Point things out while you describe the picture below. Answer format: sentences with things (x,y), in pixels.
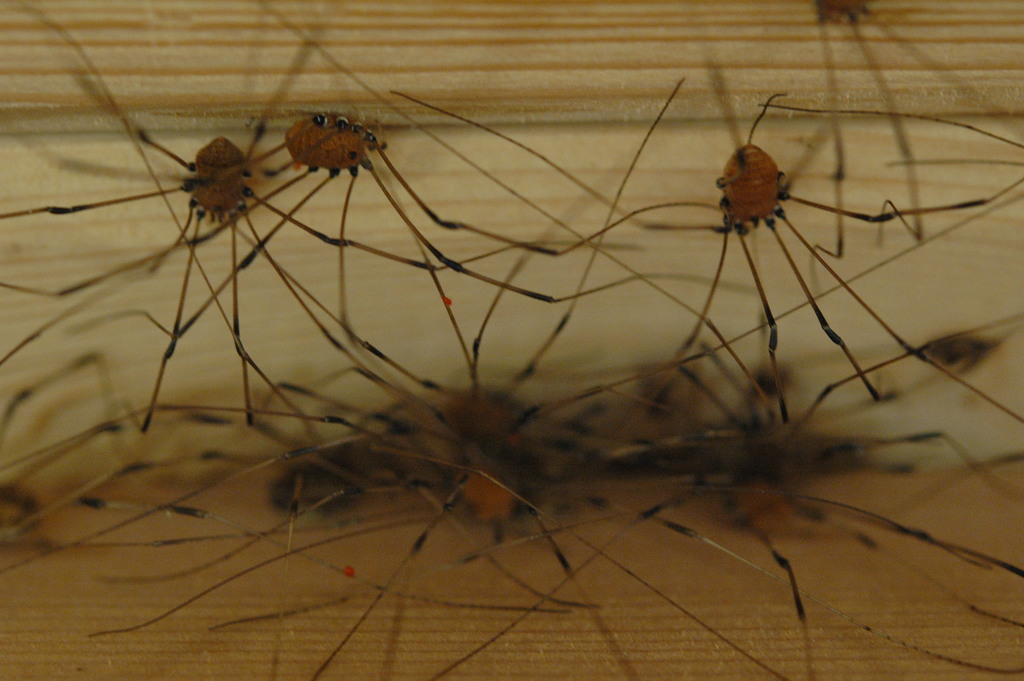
In this image there are insects (740,204).
